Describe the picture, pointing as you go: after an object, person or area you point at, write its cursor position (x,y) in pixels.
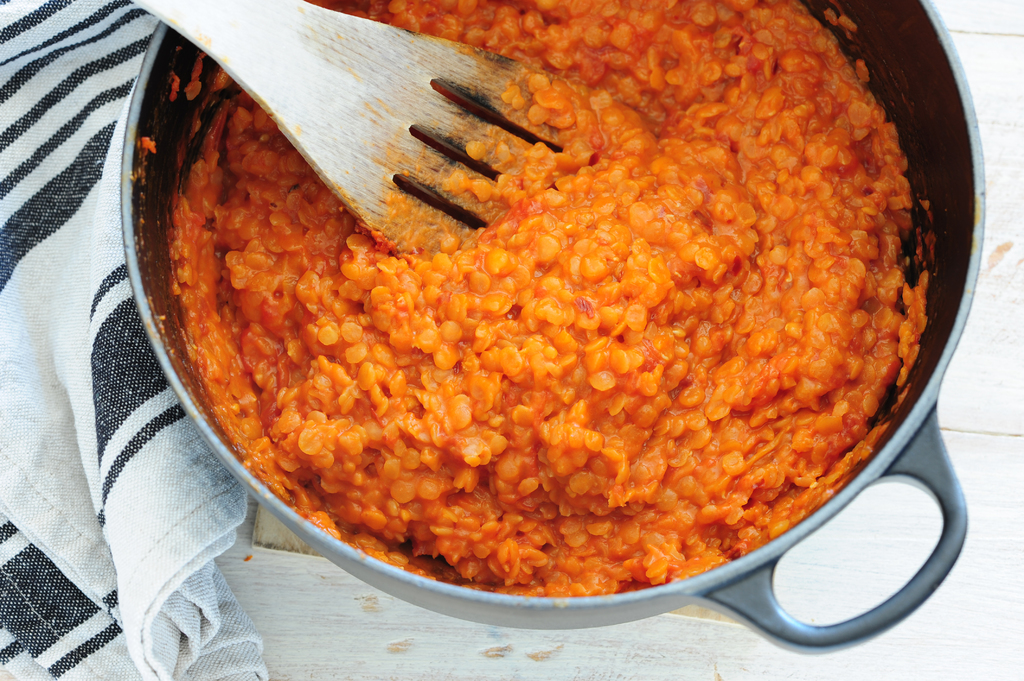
In this picture we can see cloth (193,537), fry pan (962,174) with food (558,169) and wooden spoon (253,78) on the platform (798,668).
